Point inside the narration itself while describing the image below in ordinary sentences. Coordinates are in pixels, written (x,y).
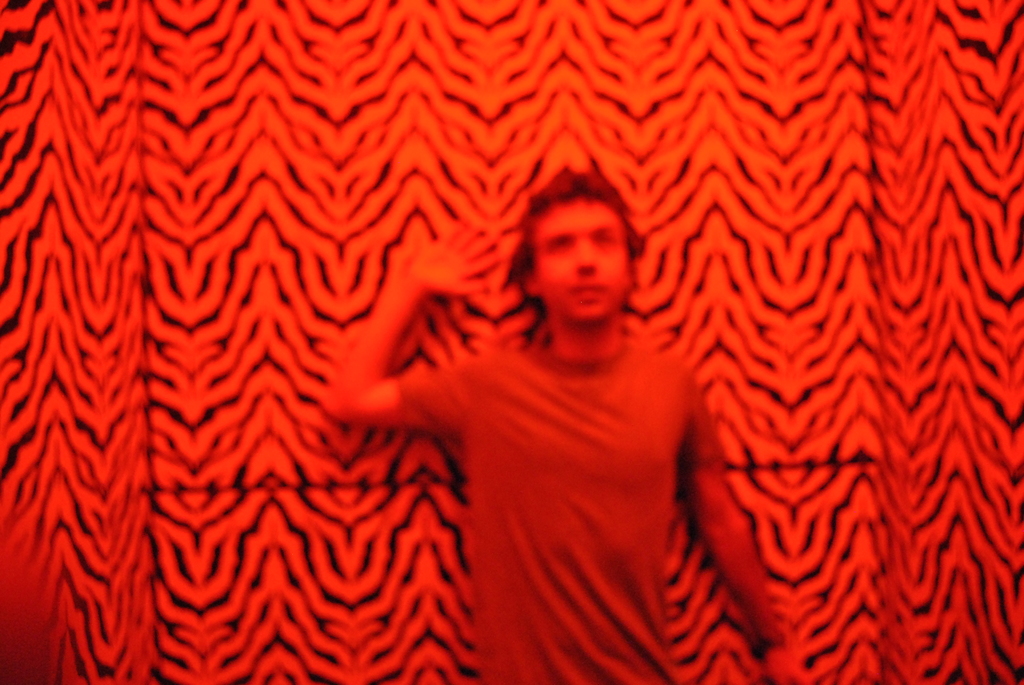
I see this image is red in color and I see a man (503,416) over here who is wearing t-shirt (622,487) and I see the wall (294,494) which is of red and black in color.
